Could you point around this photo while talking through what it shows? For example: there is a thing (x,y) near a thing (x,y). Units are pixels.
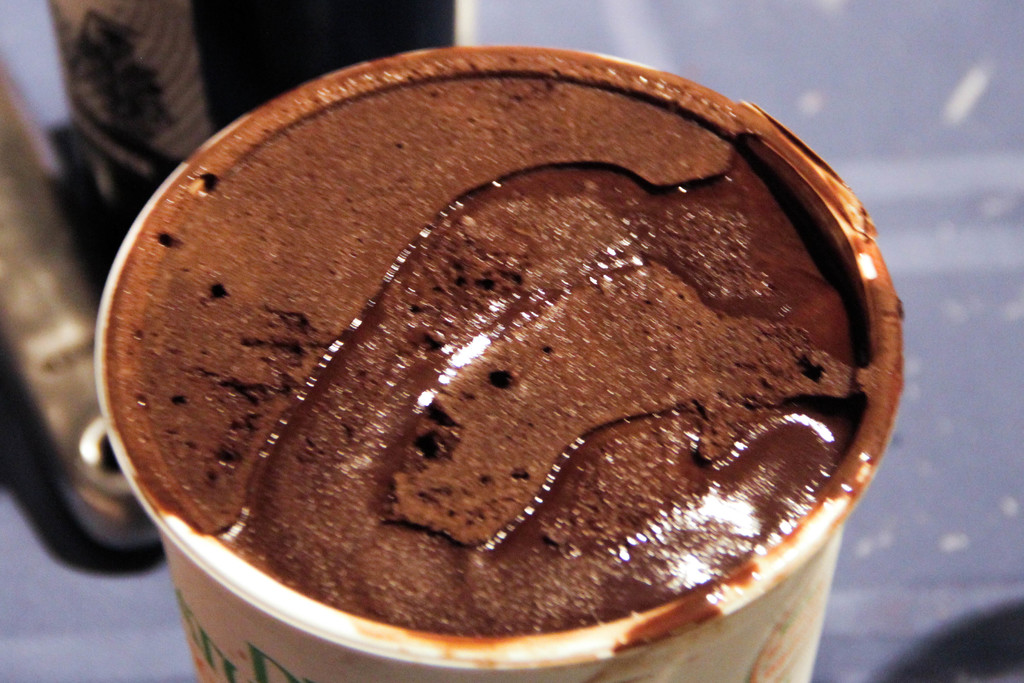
In this picture we can see a cup (225,561). It looks like a liquid (761,209) and a chocolate paste (655,201) is visible in this cup (753,662). We can see a few objects (132,149) visible in the background (335,9).
